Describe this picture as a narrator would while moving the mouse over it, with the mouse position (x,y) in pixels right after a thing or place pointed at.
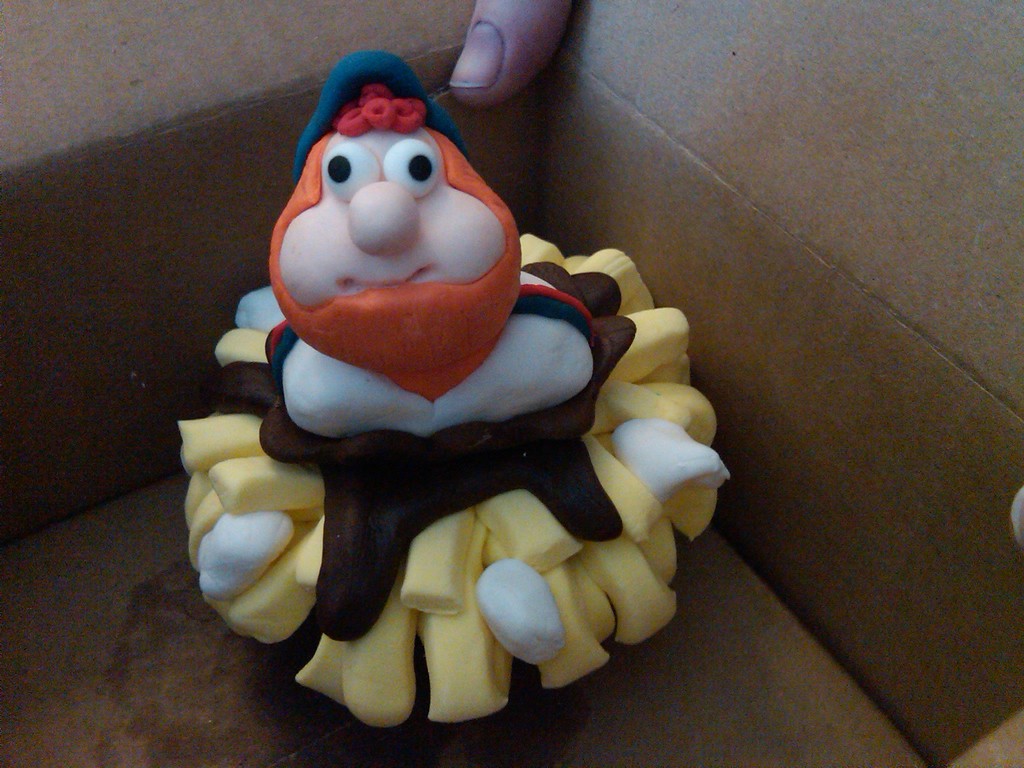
This is a zoomed in picture. In the foreground (538,375) we can see the toy (353,367) of a person (407,425) seems to be placed in a box (179,598). In the background (510,50) we can see the thumb (508,42) of a person (523,46).
